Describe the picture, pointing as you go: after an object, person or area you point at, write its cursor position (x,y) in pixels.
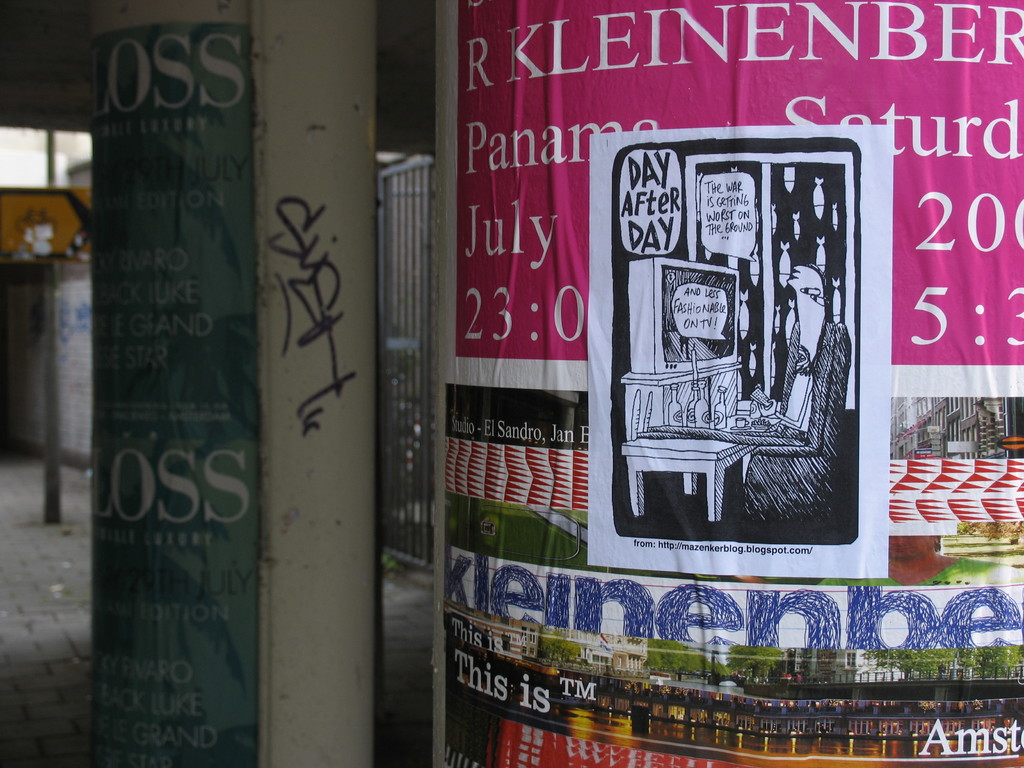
In the center of the image (579,327) there are pillars (255,69) with posters (197,136). In the background of the image (60,212) there is a sign board (43,242).
